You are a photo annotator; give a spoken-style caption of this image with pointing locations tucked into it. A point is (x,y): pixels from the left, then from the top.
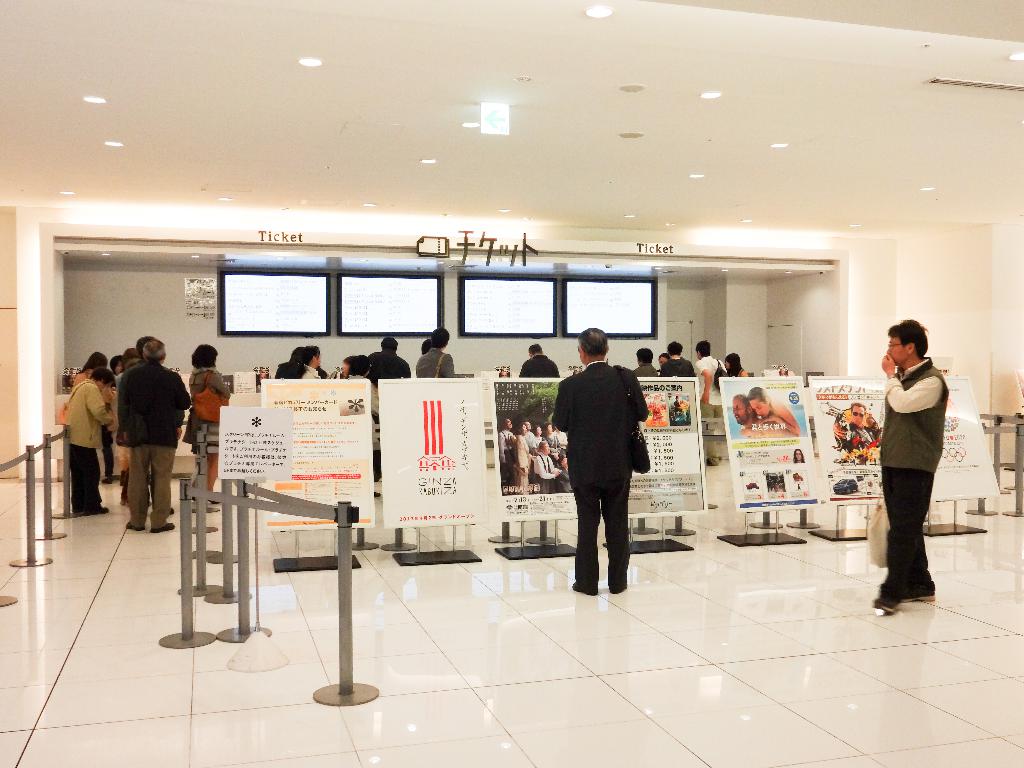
In this picture I can see in the middle (573,427) a man (573,446) is standing and observing these boards (307,445), on the right side (906,343) a man (924,335) is walking on the floor (684,689). on the left side (178,374) few people (141,398) are standing in a line. There are electronic displays (258,292) to this wall (309,269). At the top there are ceiling lights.
